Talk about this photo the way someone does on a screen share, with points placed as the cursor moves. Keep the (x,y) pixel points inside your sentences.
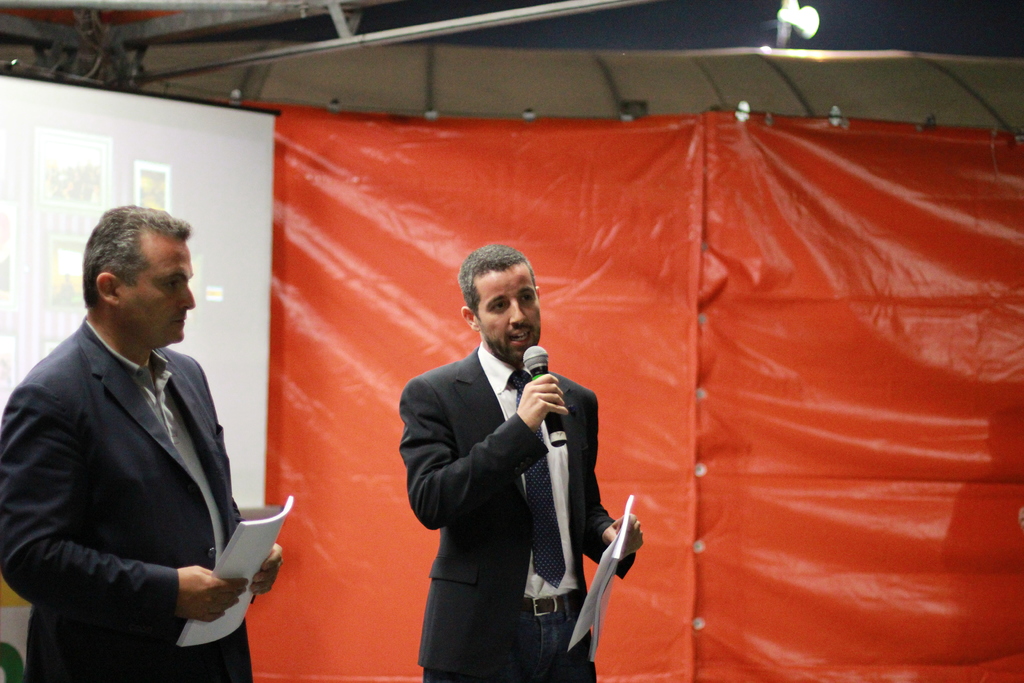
In this image in the front (234,555) there are persons (197,533) standing and holding papers (261,546) in their hands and there is a man (538,485) standing and holding a mic (560,432) and speaking. In the background (559,222) there is a sheet (673,213) which is red in colour there is a board (211,191) with some text (145,181) written on it and on the top (337,27) there is a stand (528,11).
